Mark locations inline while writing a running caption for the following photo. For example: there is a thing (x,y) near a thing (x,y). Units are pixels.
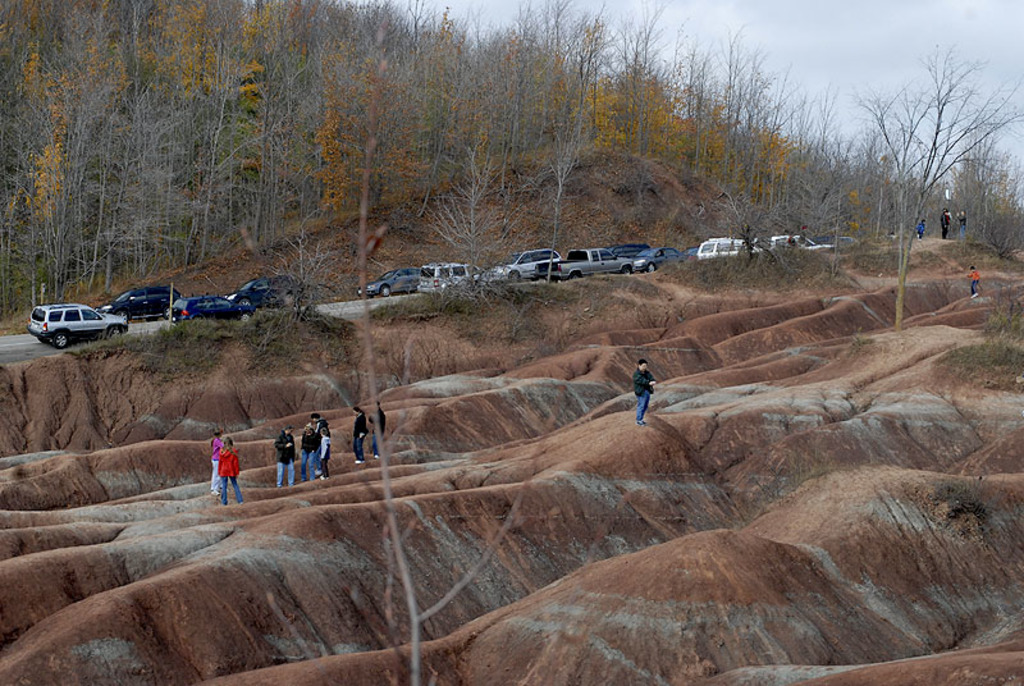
In the picture I can see people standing on the ground (276,539). In the background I can see vehicles (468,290) on the road (329,303), trees (815,208), the sky (927,3) and some other objects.
